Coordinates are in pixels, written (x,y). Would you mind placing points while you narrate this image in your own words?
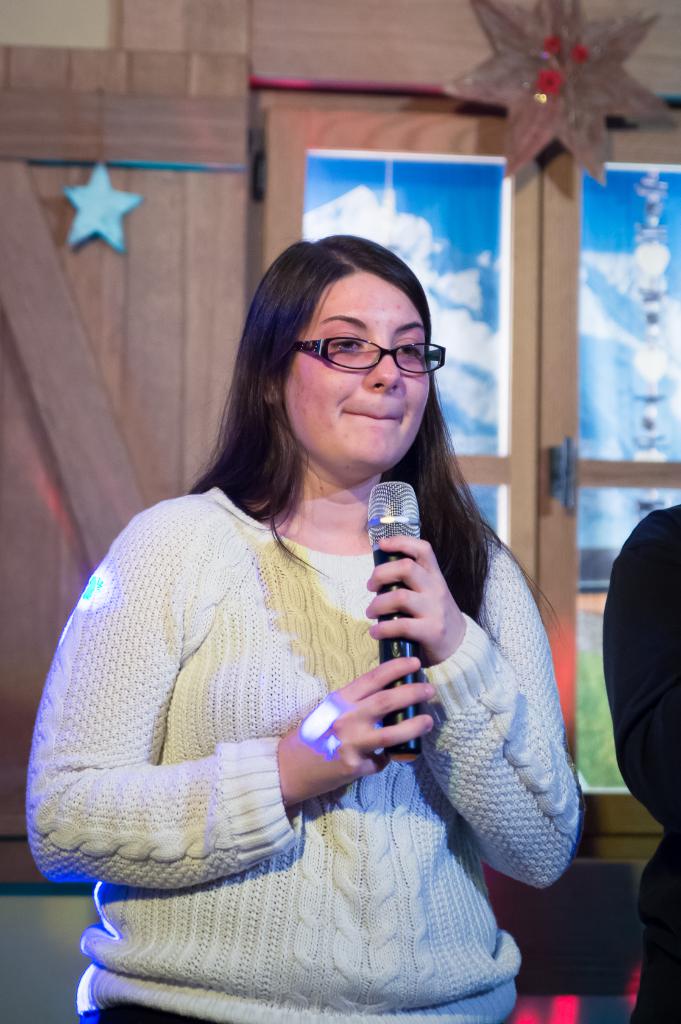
A woman (428,650) is holding the microphone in her hands (390,672), she wore sweater (303,652), spectacles (346,360) and also smiling. Behind her there is a wooden wall (137,315).
